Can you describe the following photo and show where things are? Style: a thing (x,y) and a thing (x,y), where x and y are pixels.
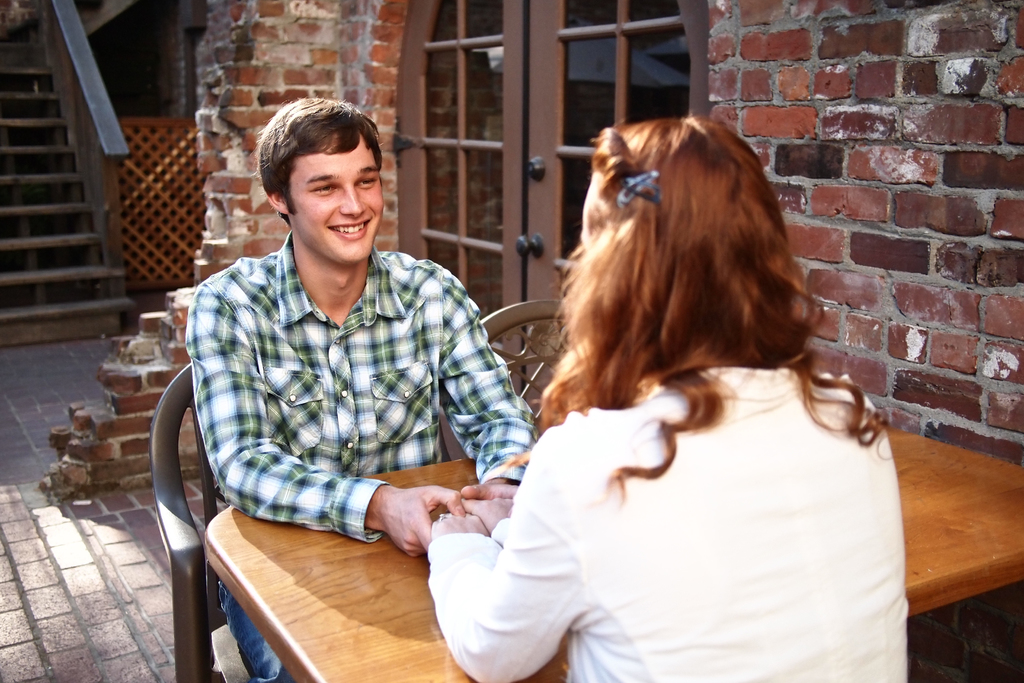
In this picture there is a woman (692,445) and a man (310,354) sitting on chair (178,489) at the table (355,587). The man (340,451) is smiling and they are holding hands (463,524). Beside to them there is a wall (907,143) of red bricks (928,124). In the background (234,47) there is staircase (87,167), wall (209,101) and a door (554,114).
